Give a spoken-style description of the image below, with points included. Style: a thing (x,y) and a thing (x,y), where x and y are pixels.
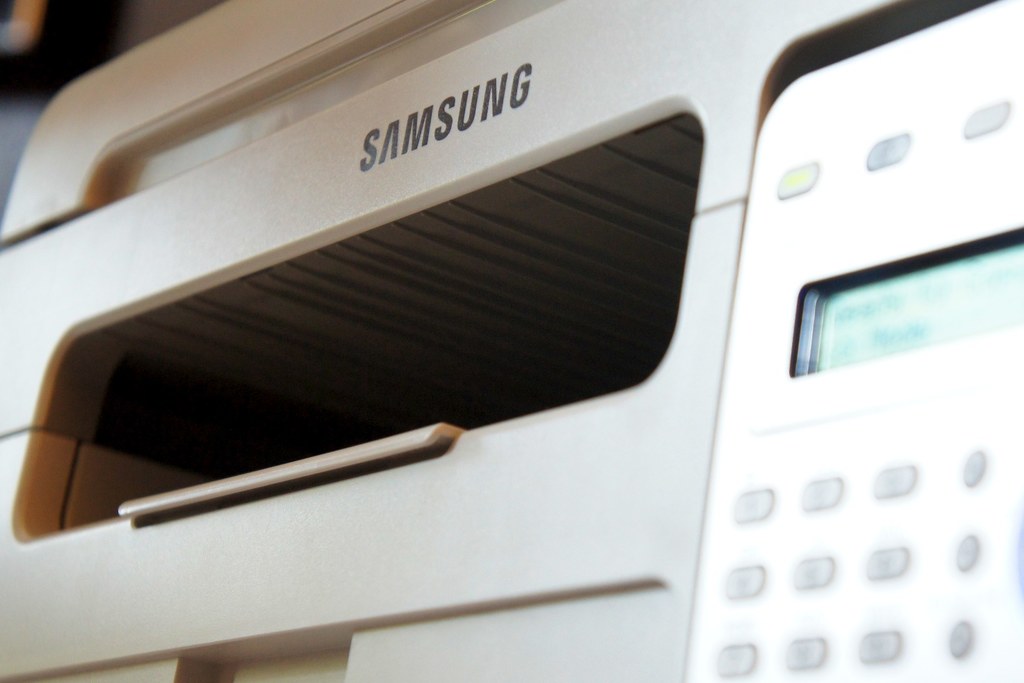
In this image I can see a printer (404,454). On the right side (817,664) there are few key buttons (828,507).
